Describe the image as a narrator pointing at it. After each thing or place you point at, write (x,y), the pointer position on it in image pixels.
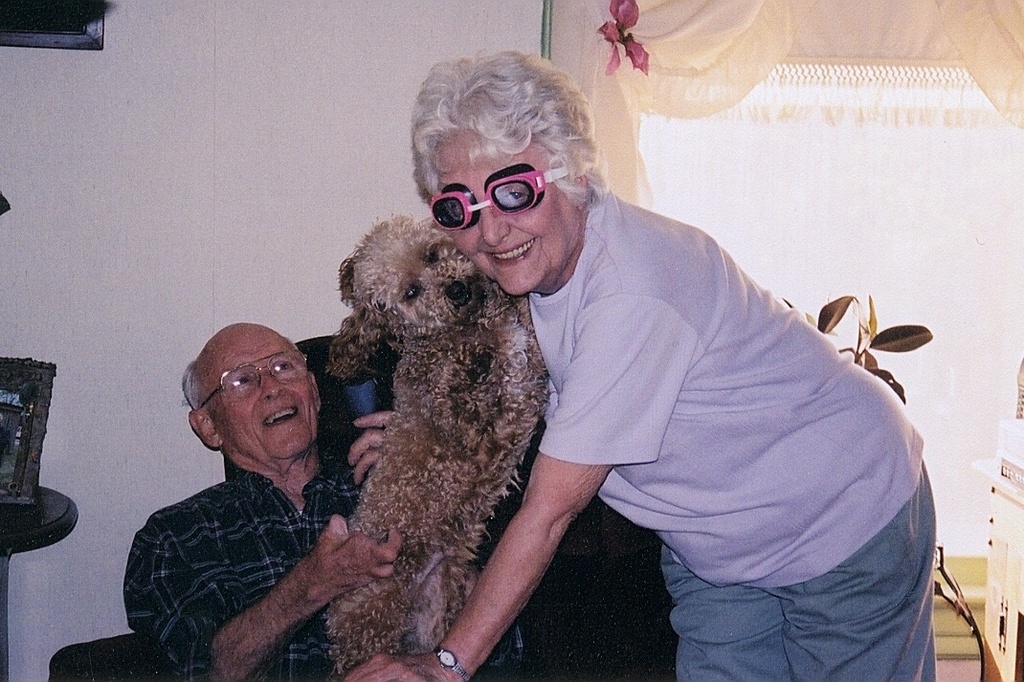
Bottom right side of the image (846,469) a woman (545,316) is standing and smiling and hugging a dog (408,464). Bottom left side of the image (266,499) a man (279,460) is sitting on a chair (343,410) and smiling and he is holding a dog (476,472). Top left side of the image (182,139) there is a wall (199,36). Top right side of the image (891,78) there is a plant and there is a curtain (801,70).
